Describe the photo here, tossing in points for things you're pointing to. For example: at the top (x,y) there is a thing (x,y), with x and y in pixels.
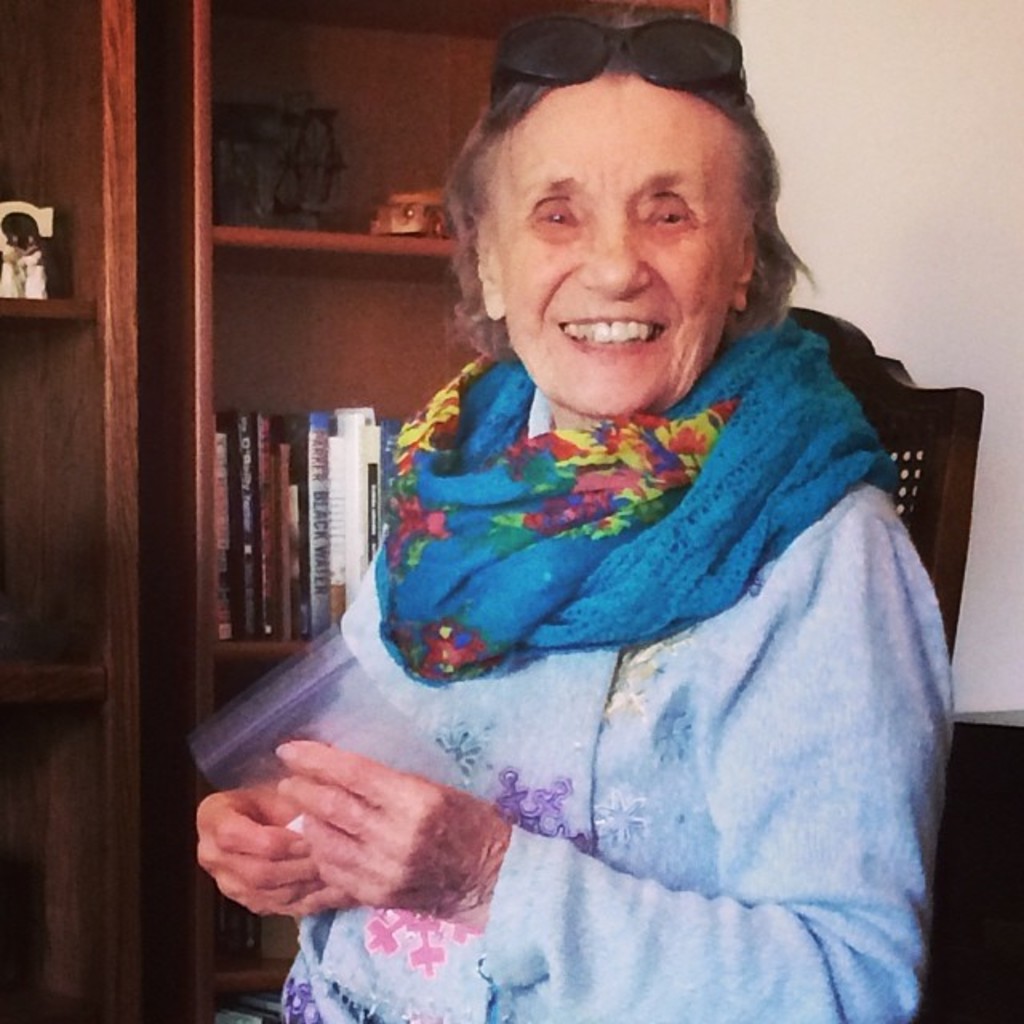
Here we can see a woman (453,653) is sitting on a chair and holding a packet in her hand (355,827) and she is smiling and on her head (638,405) we can see goggles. In the background (26,270) there are books (334,431) and other objects (13,282) on the racks (164,489) and this is the wall (897,84).
